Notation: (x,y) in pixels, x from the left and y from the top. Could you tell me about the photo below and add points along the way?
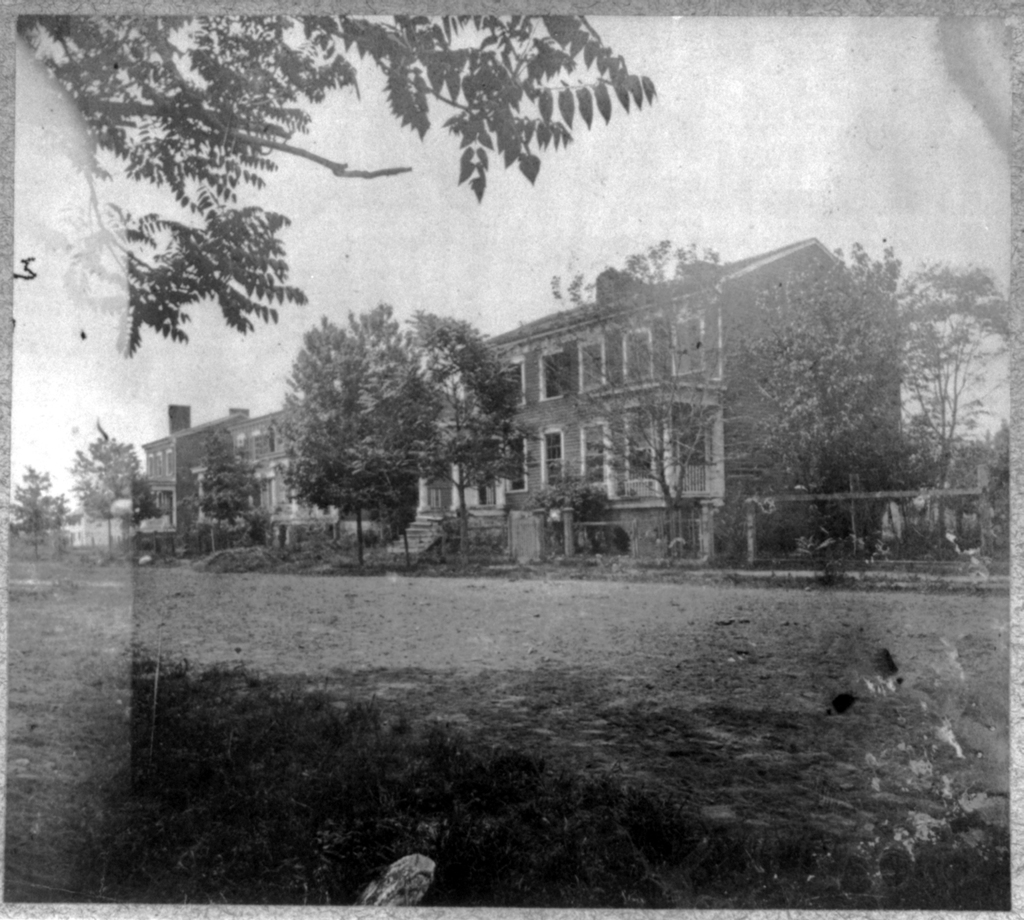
This image consists of a photograph (446,558) in which, we can see a building (304,524) along with trees (219,542). At the bottom (454,767), there is ground (488,676).
